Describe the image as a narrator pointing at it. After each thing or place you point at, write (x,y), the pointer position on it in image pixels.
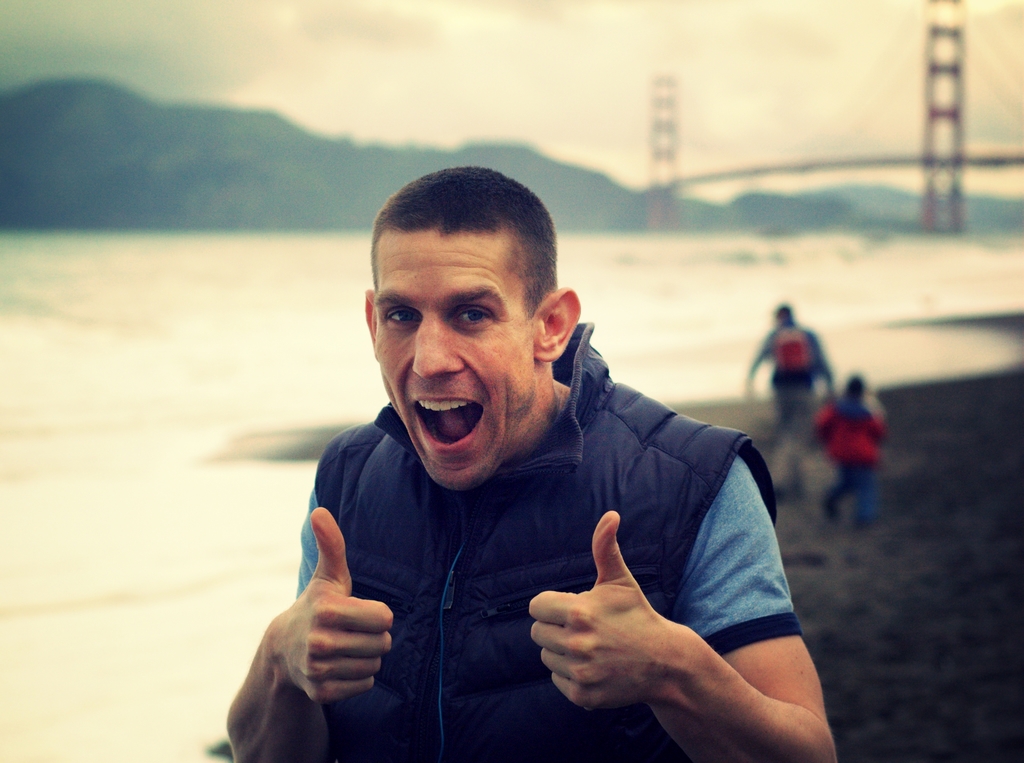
In the image we can see a man (532,544) wearing clothes (552,568) and he is smiling. Behind him we can see there are two other people (810,405) walking. Here we can see the water (209,532), bridge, hill (743,218) and the sky (415,114). And the background (423,132) is slightly blurred.
